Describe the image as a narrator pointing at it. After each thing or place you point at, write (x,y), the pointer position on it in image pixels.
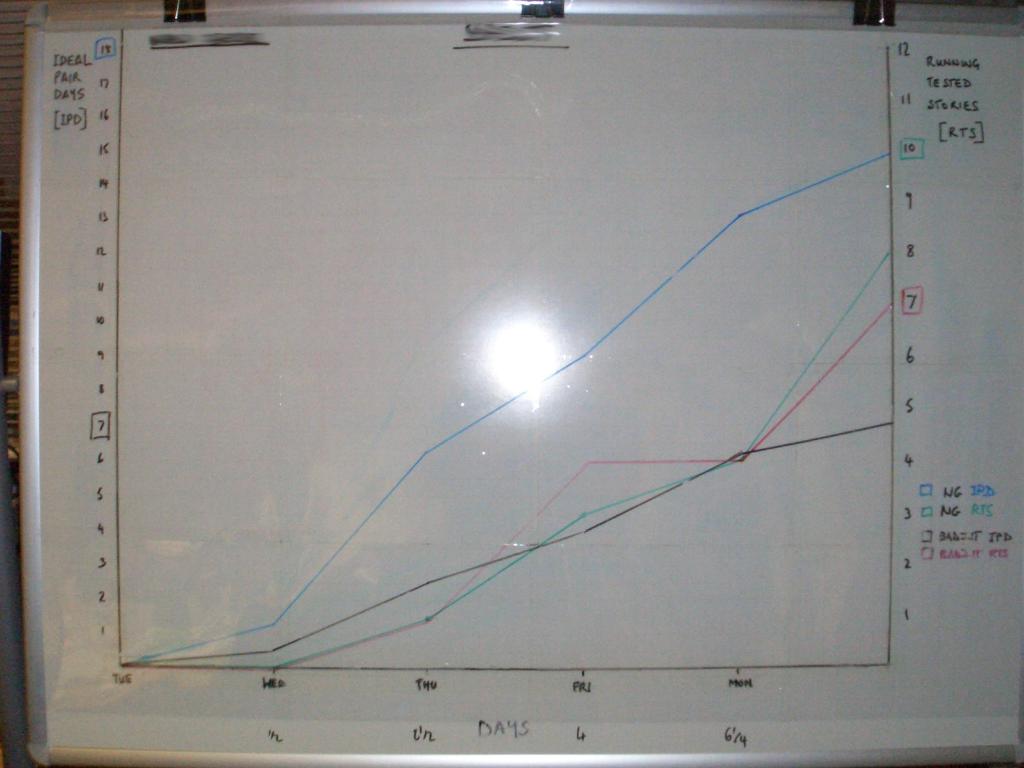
In this image in the center (406,444) there is one board (137,306), and on that board (825,657) there is some text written and some diagrams (514,583).
